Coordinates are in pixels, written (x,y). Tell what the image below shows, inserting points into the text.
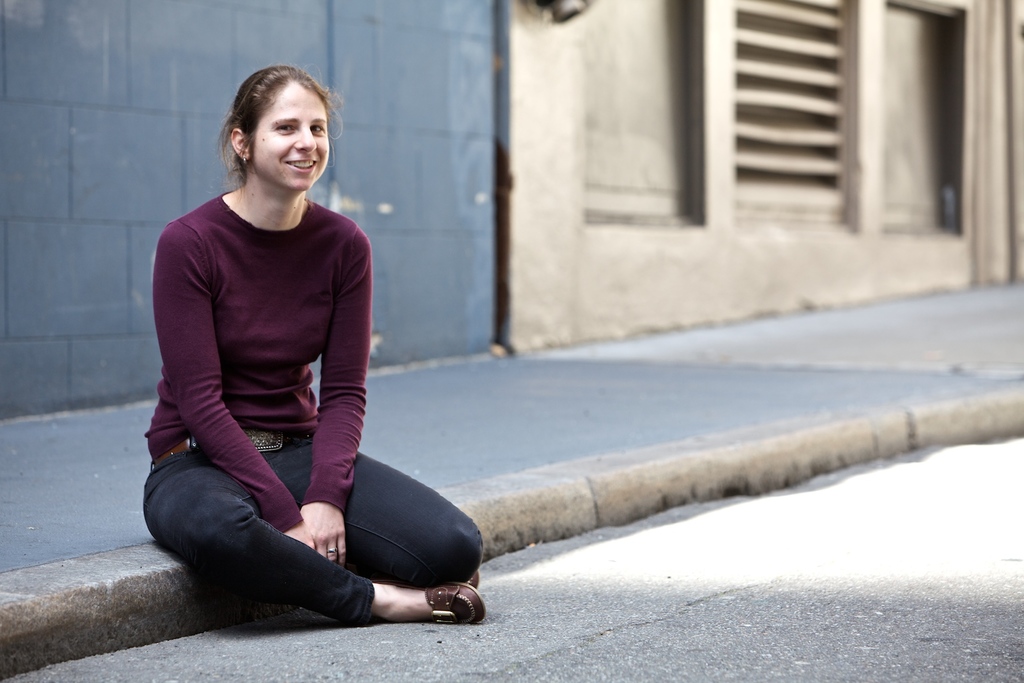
In this image there is a girl (245,263) with a smile on her face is sitting on the road surface (92,517), behind the girl (269,410) there is a wall (511,276).
